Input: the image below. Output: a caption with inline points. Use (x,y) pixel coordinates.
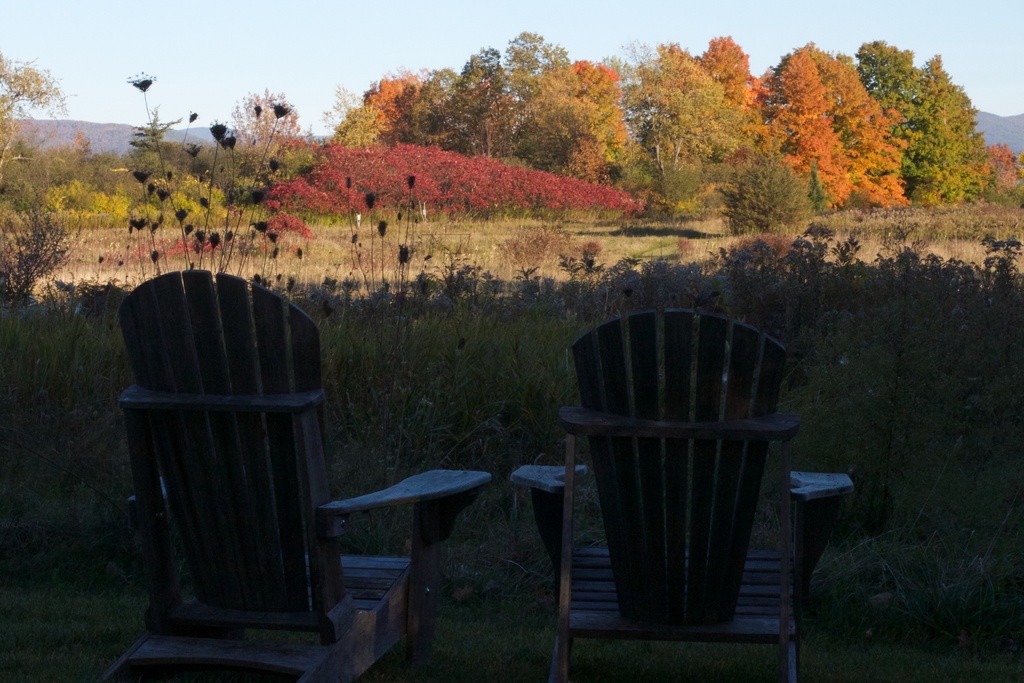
In this image there are two wooden chairs (572,573) at the bottom (635,589). In the background (545,173) there are so many trees (447,145). At the top (236,51) there is the sky (173,42). In front of the chairs (305,322) there is grass (421,314).
